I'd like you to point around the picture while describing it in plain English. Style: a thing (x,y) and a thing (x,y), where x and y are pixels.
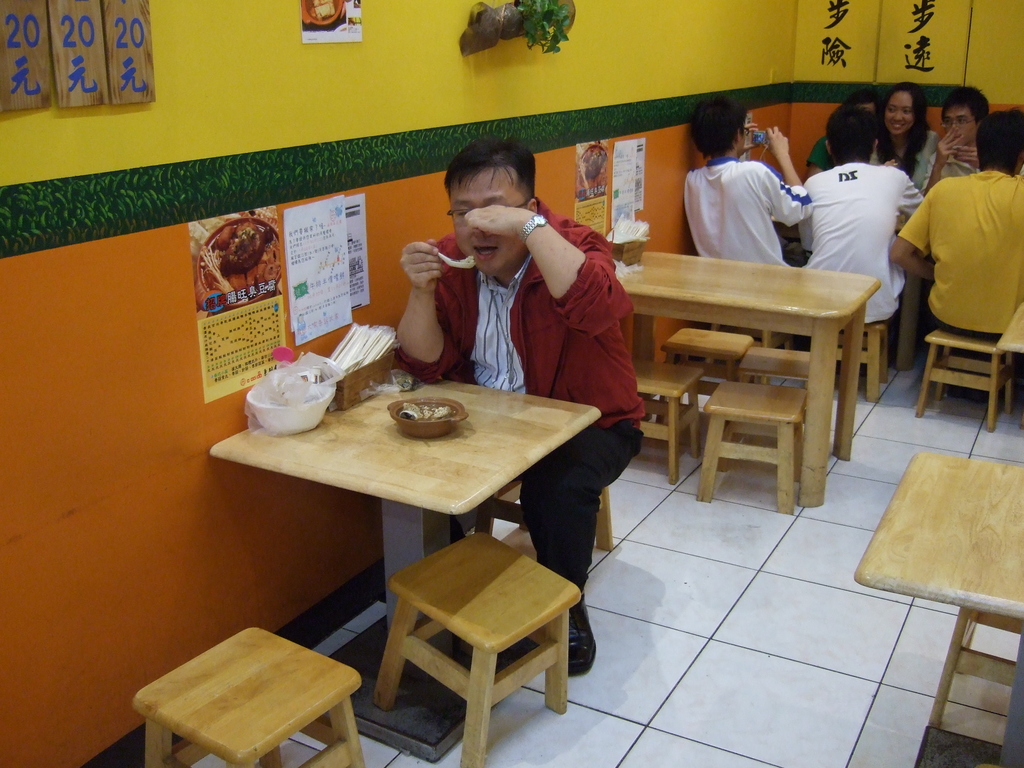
There is a person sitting on a chair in the center (535,483) and he is having a food (441,420). There are a group of people (995,156) who are sitting on a chair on the right side (1013,286) and they are smiling.
